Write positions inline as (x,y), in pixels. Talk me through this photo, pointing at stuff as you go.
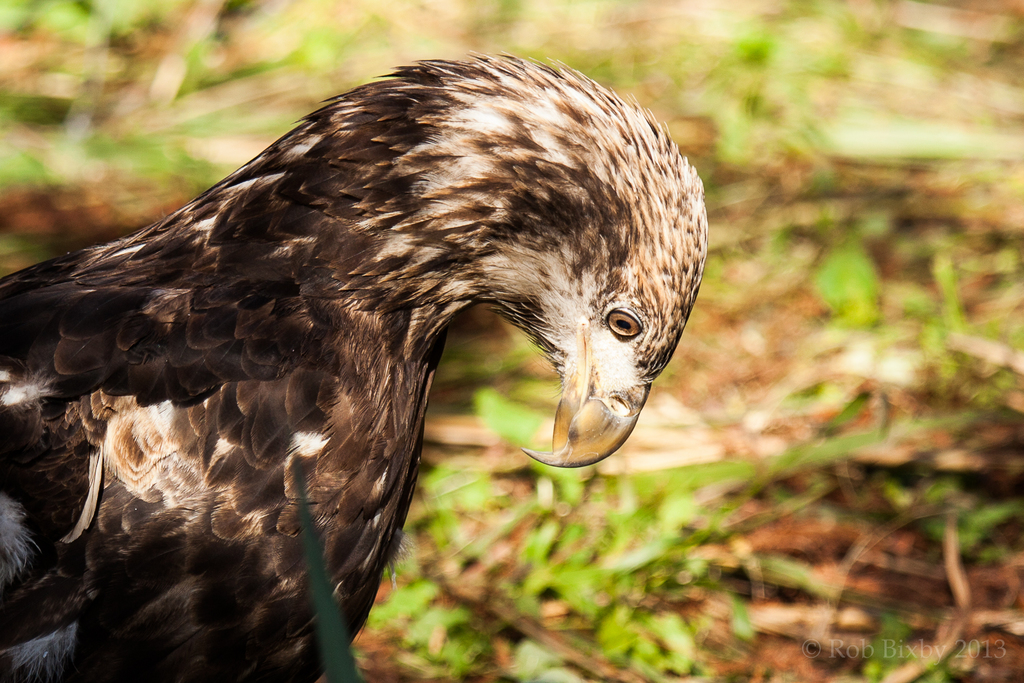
In this image we can see a bird (686,282), and the grass (451,327), also the background (963,320) is blurred.
